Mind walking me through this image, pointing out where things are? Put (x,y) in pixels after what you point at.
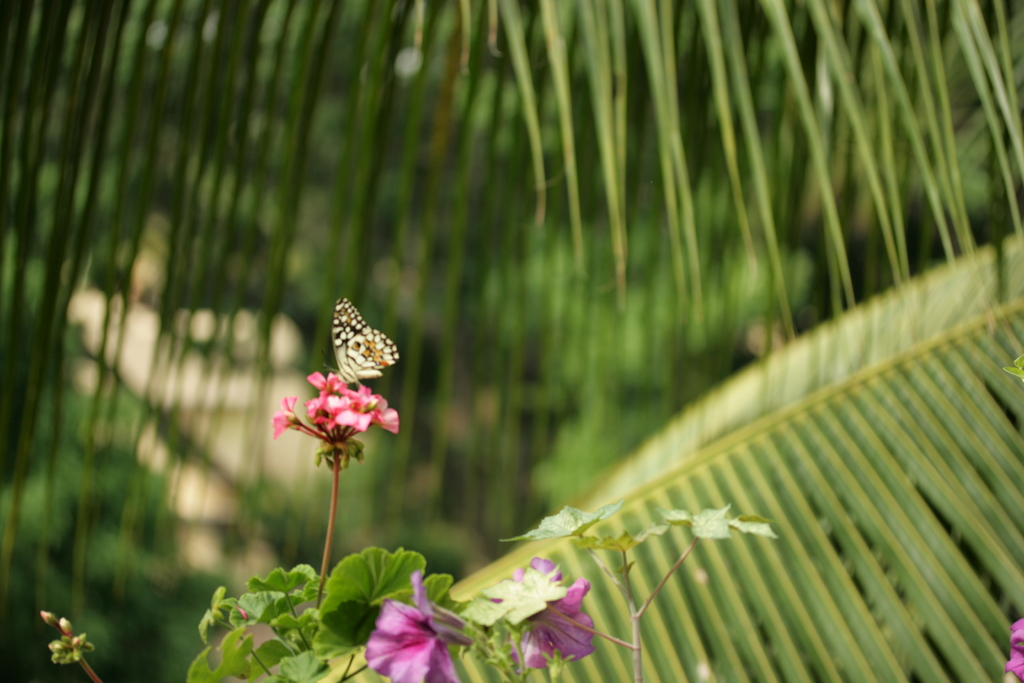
In the picture I can see a butterfly (348,345) on flowers (344,416). Here I can see trees (453,518) and flower plants (340,574). The background of the image (427,537) is blurred.
